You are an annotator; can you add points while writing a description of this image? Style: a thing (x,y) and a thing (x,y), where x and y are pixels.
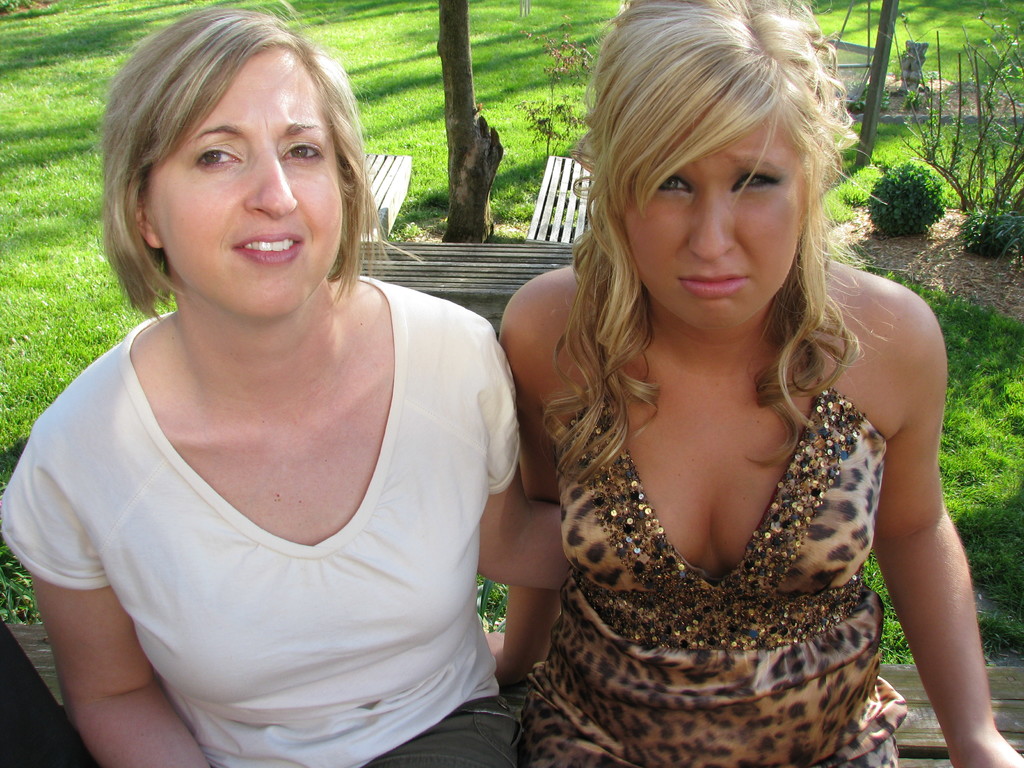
In the center of the image (583,269), we can see two ladies (492,531) sitting on the bench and in the background (475,165), there is a tree trunk (457,137) and we can see an other bench (492,260) and there is a pole (877,108) and we can see some plants (893,226). At the bottom (988,513), there is ground (62,81) covered with grass (45,258).
